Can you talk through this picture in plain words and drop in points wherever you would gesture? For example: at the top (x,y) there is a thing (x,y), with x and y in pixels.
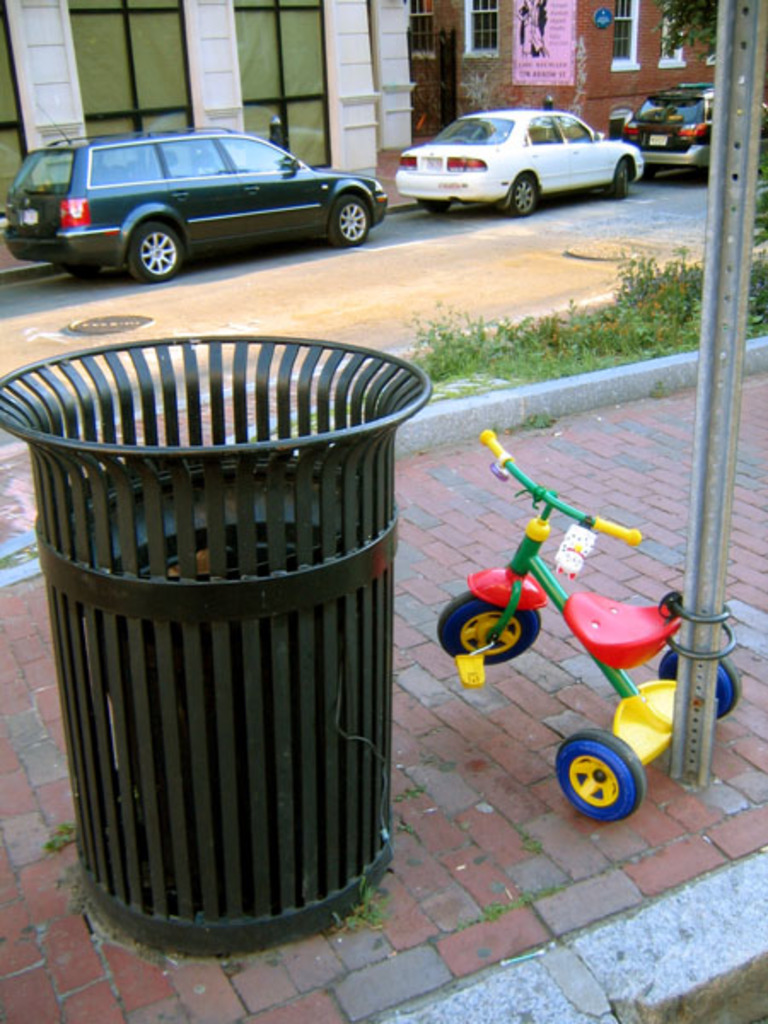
In this picture there is a dustbin (193,685) and there is a baby bicycle (614,652) tightened to a pole (696,683) behind it and there are few vehicles (432,188) on the road (394,236) and there are buildings (447,95) in the background (345,49).
